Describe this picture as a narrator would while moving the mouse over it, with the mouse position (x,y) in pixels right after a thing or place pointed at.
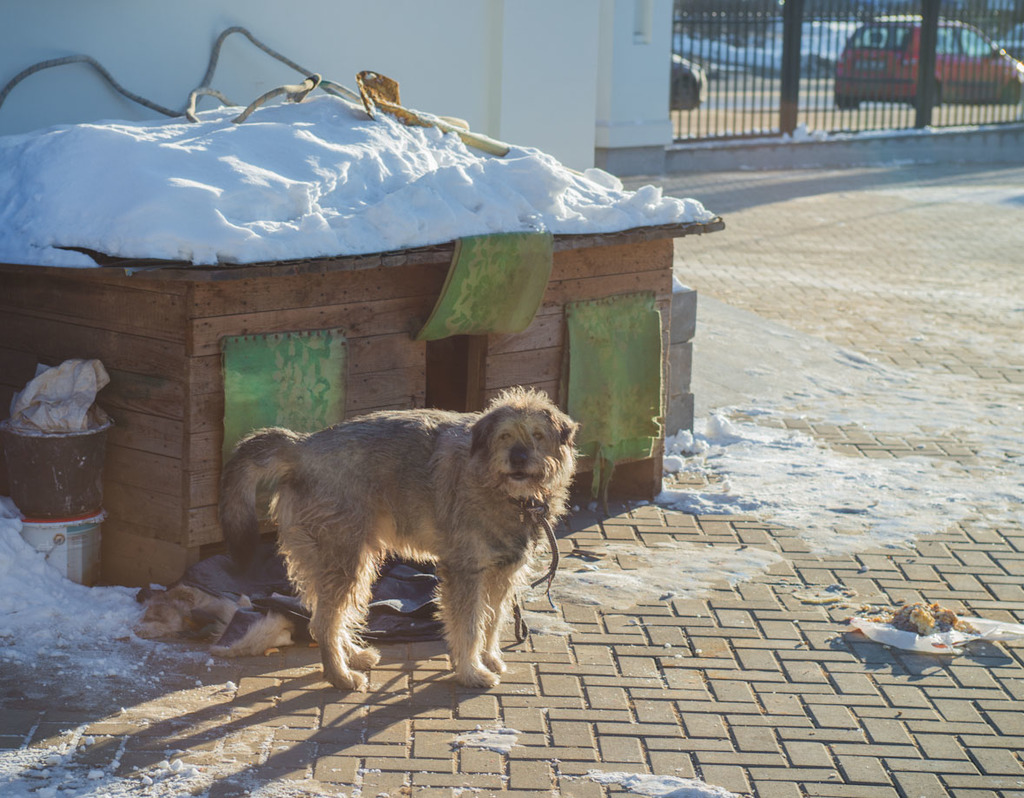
In this picture we can see a dog (251,554) and buckets (20,444) on the ground (721,248), snow (408,191), wall (660,111) and in the background (829,42) we can see fence (745,120), cars (944,57) on the road (776,75).
